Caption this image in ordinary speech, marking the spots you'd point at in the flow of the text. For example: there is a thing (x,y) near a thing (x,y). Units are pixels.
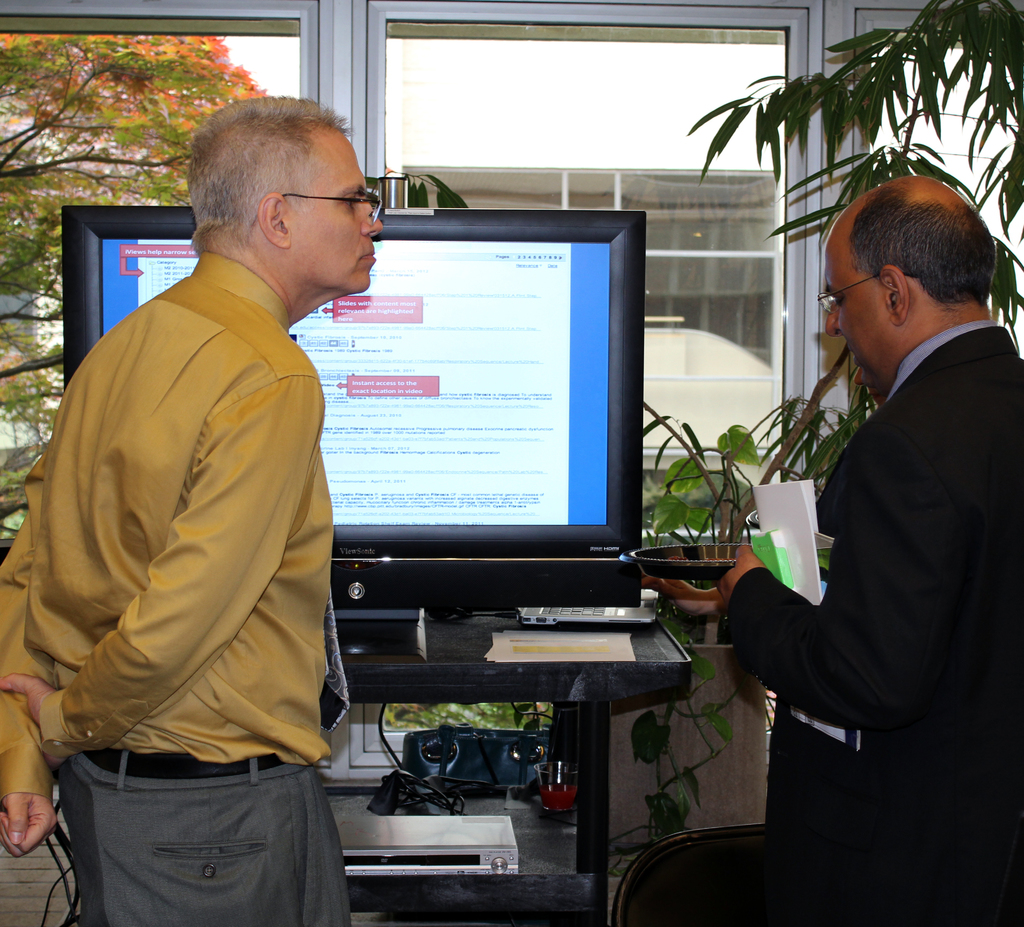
In the image we can see there are two men (873,555) standing, wearing clothes (188,420) and spectacles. This is a screen (502,374), cable wire (429,614) and window (746,244) made up of glass (605,114), there is a tree (61,102) and there is another device (577,611).
